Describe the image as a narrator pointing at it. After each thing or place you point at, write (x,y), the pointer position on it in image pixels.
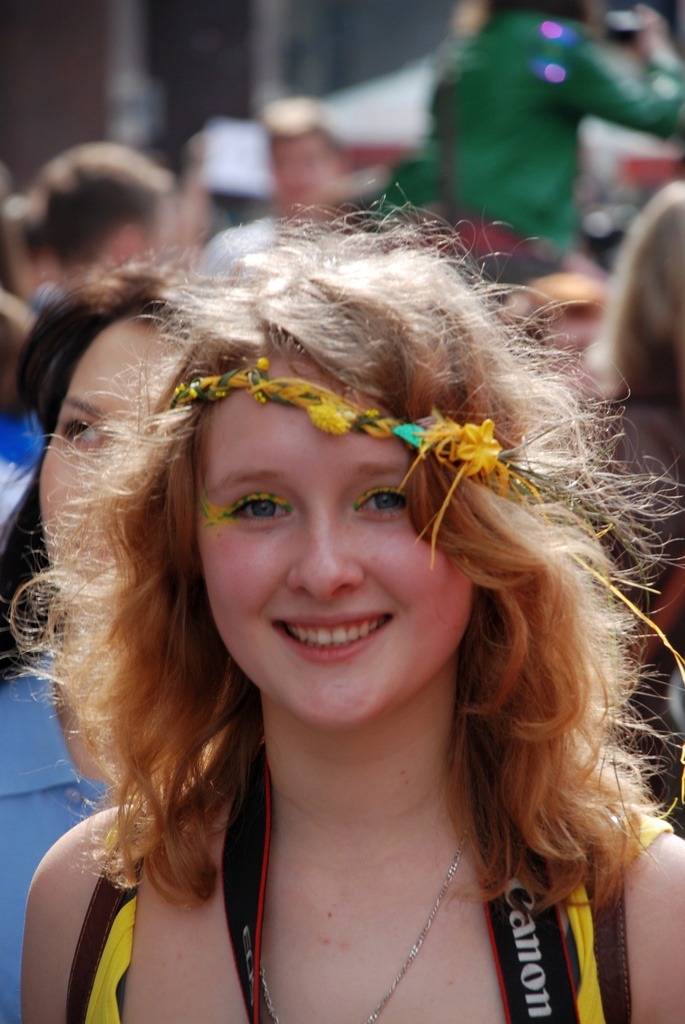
This woman (418,456) wore crown (438,526) and smiling. On the background (130,312) we can see persons (332,171).
